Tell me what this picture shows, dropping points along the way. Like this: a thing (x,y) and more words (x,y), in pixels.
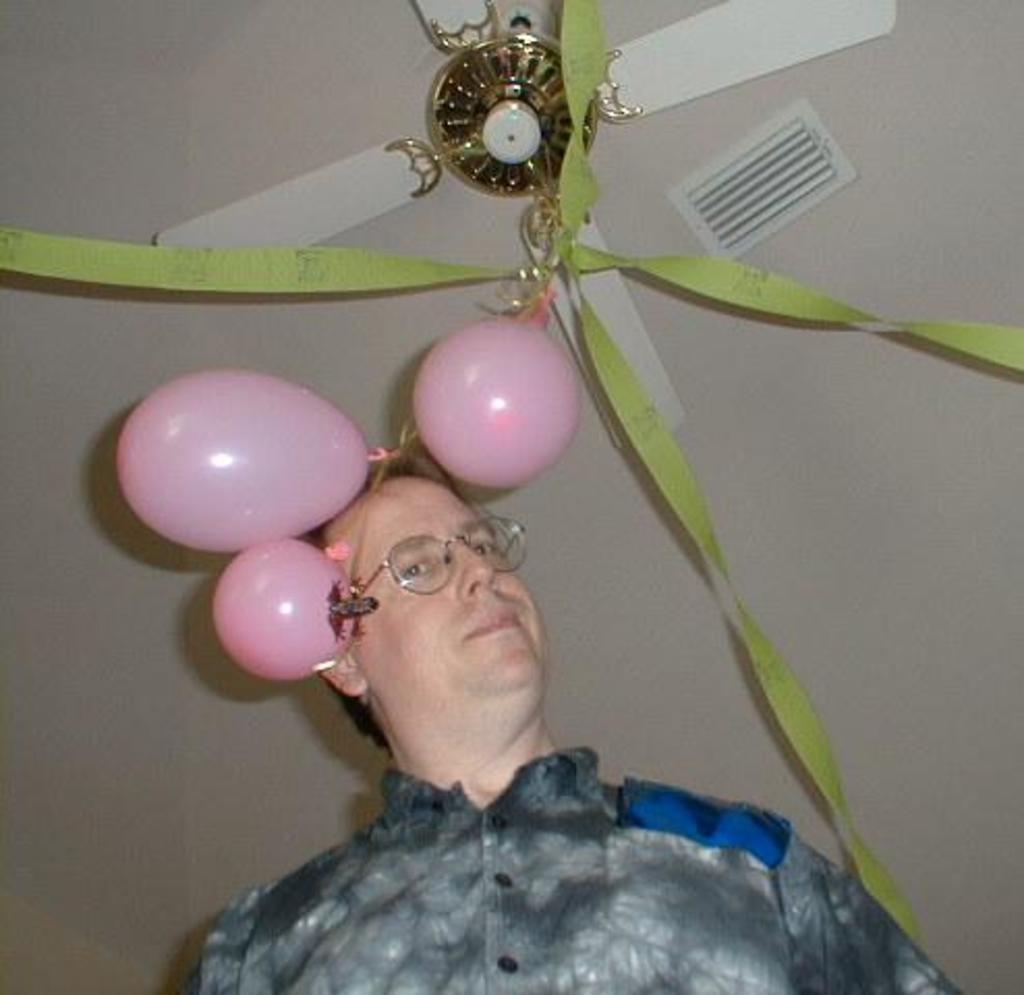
In this image we can see a man (488,828) wearing glasses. In the background (632,418) there are balloons (301,618), decors (640,428) and a fan (546,166).
